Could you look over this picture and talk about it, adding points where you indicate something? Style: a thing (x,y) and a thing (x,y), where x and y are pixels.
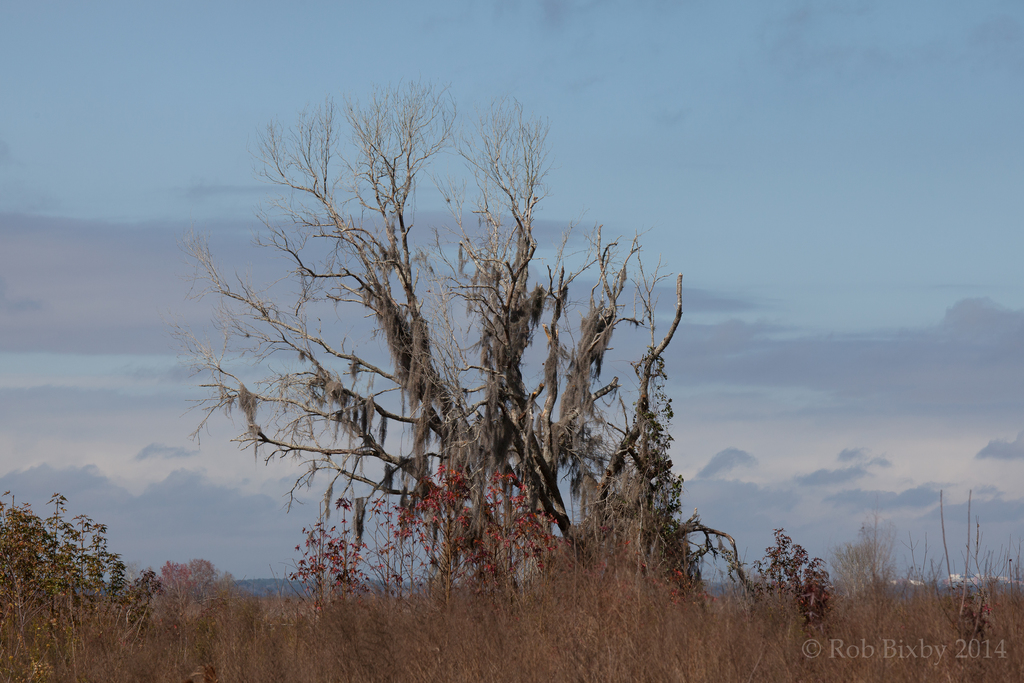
In the center of the image (630,318) we can see the trees (548,554). On the right side of the image (945,582) we can see some buildings (957,577). In the bottom right corner (885,651) we can see some text (864,654). At the top of the image (99,174) we can see the clouds (806,342) are present in the sky (953,530).
